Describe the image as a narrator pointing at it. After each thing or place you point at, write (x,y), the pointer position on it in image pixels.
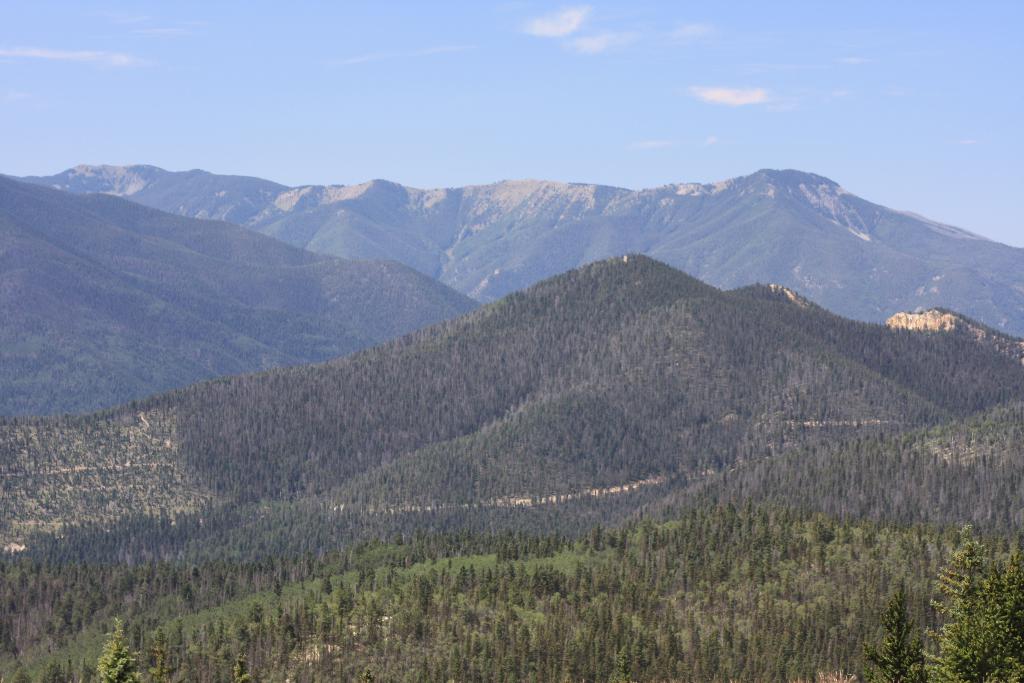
In this image I can see many mountains (358,322), trees (312,595) and in the background (554,132) I can see the sky (489,83) and clouds (730,86).
